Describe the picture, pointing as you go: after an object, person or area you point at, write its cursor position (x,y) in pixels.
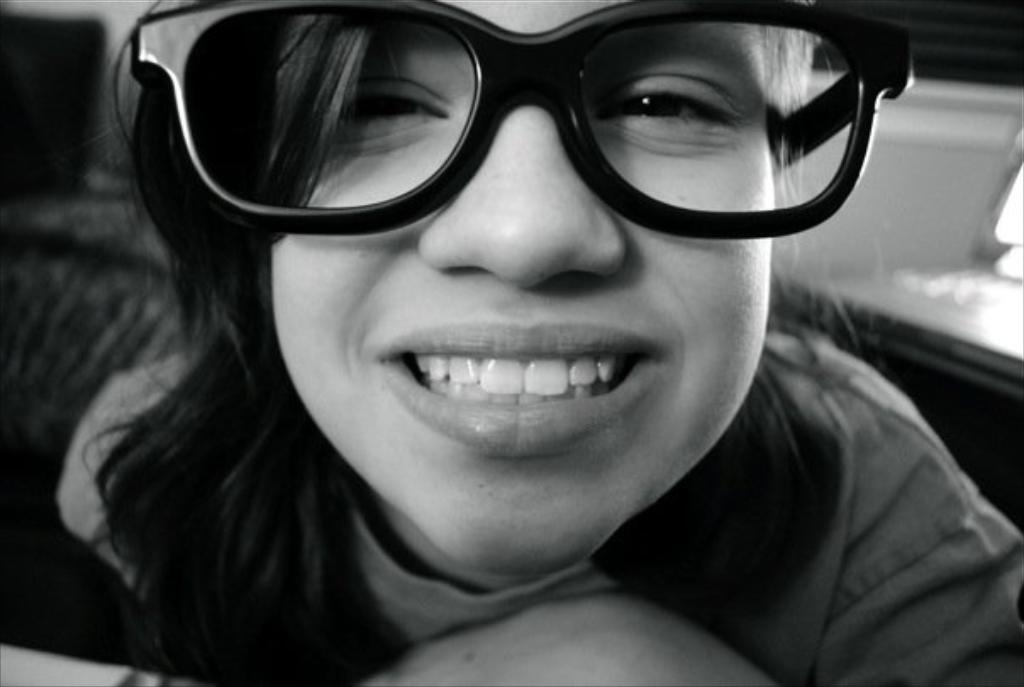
This is a black and white image. In this image we can see a girl (761,585) wearing glasses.
